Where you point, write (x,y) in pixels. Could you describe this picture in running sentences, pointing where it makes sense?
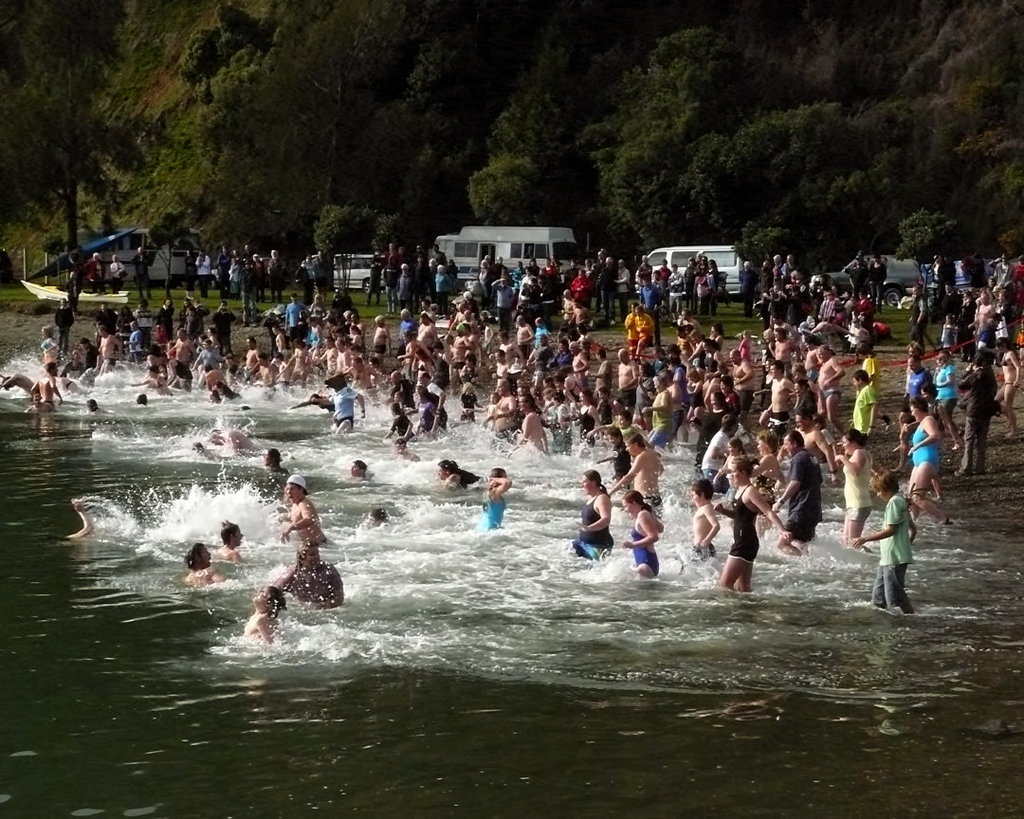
In this picture there are persons (503,500) in the water (532,525) and standing on the ground (396,316). There are cars (352,266) on the road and there are trees (553,131).
